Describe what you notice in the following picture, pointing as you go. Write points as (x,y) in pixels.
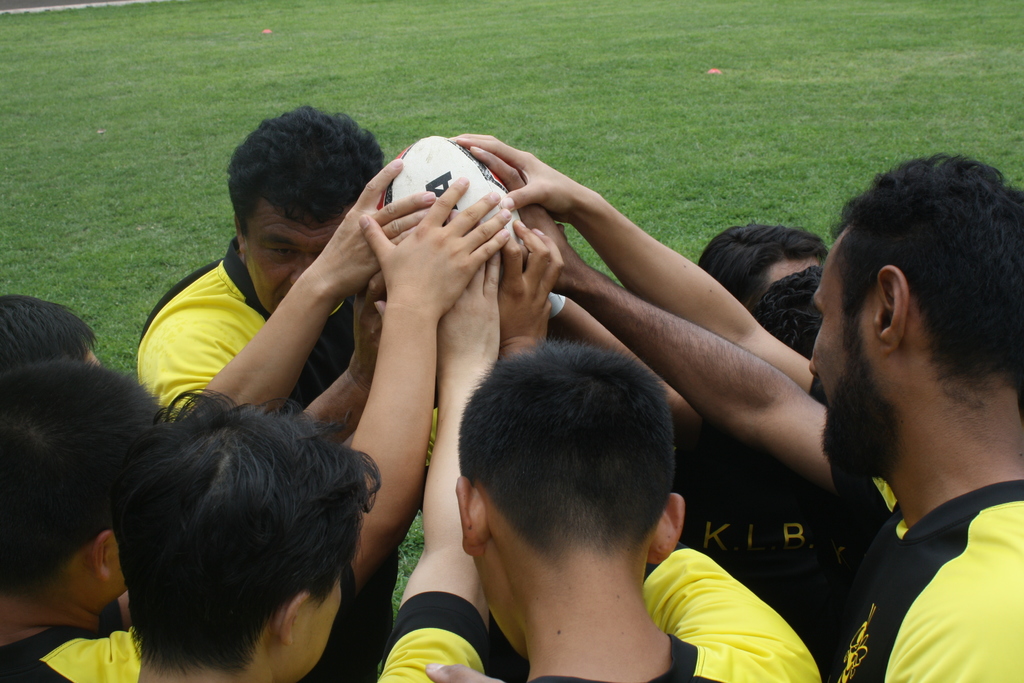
In the picture we can see some players (573,644) wearing a yellow T-shirts (1011,606) and holding a ball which is white in color and in the background (811,124) we can see a grass surface (816,84).
